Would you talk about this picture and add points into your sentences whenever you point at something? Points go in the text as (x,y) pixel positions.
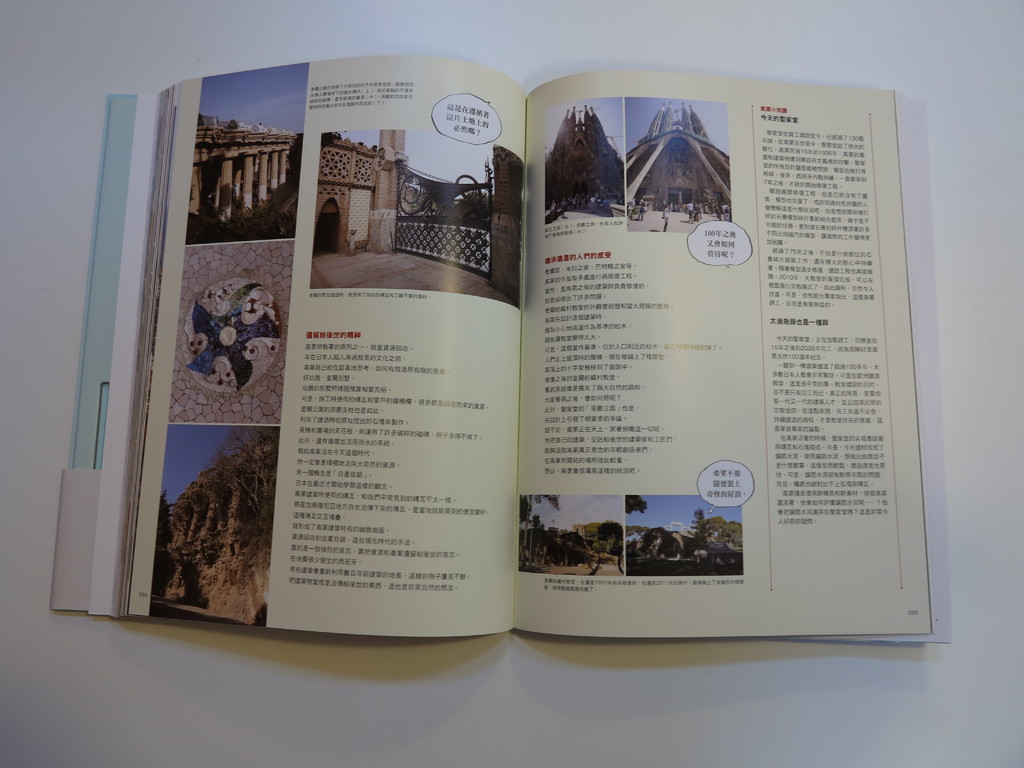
In this picture we can see a book (743,577) on a white surface (412,8) and in this book (100,413) we can see trees (535,533), buildings (555,177) and some text (455,514).
